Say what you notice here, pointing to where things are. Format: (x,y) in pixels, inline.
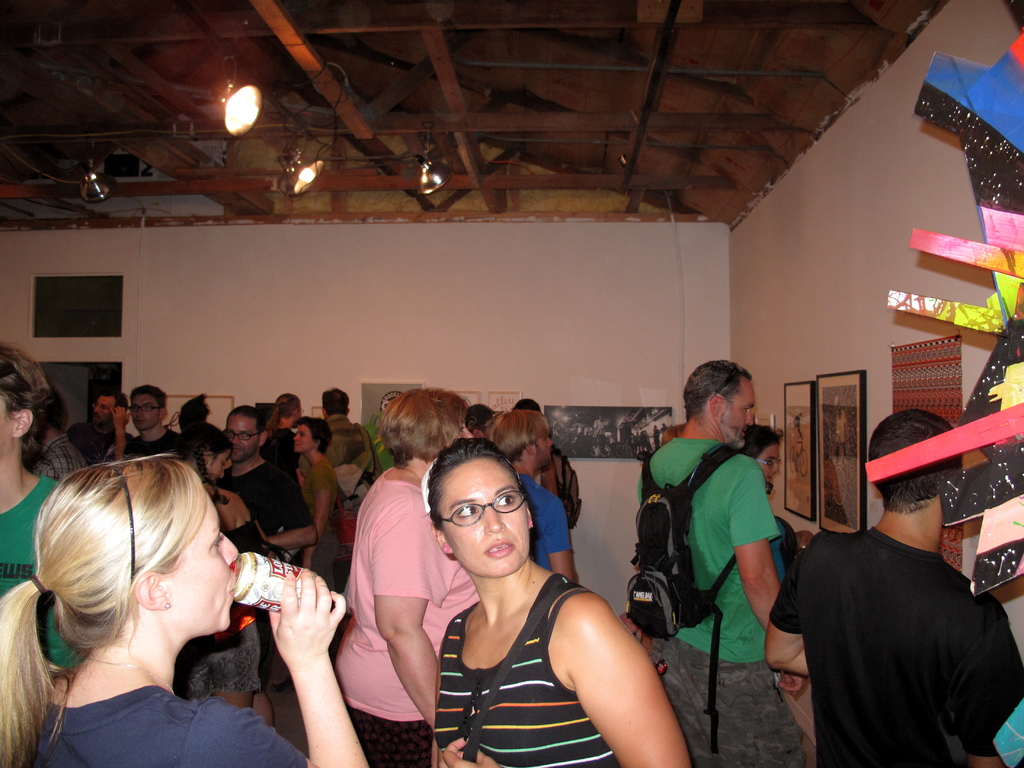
In this image there are people (403,588). The lady (110,729) standing on the left (271,566) is holding a tin (273,580). On the right (986,318) there are boards (932,441) placed on the wall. At the top (299,161) there are lights (318,165).
